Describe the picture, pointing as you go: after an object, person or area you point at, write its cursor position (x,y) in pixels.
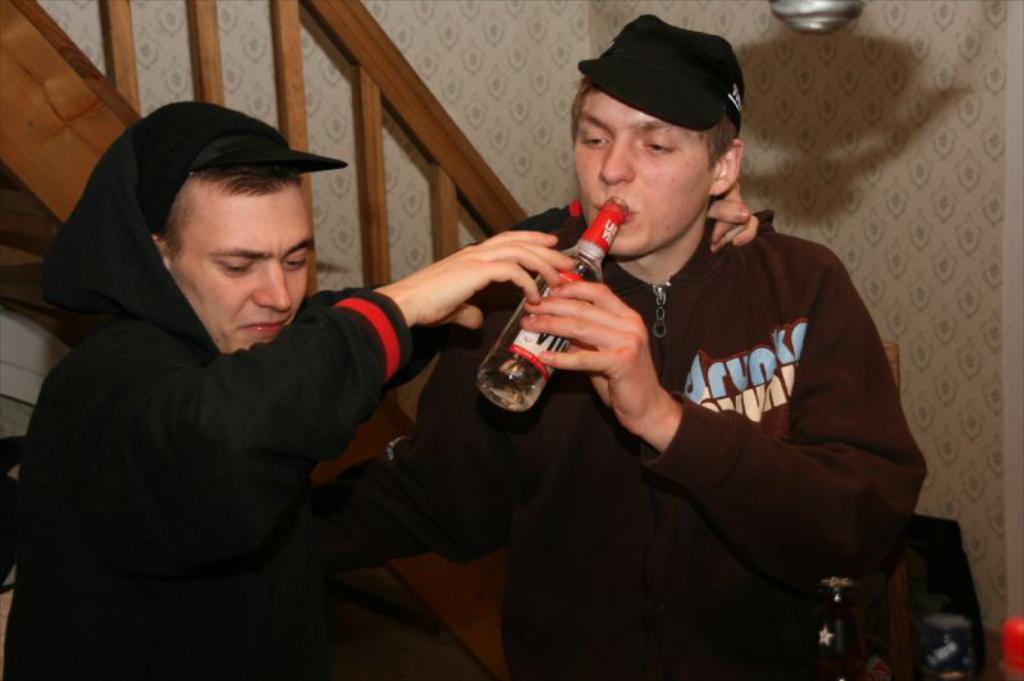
As we can see in the image, there are two persons (728,427) standing. the person (740,349) who is standing on the right side (702,225) is wearing cap (699,102) and holding bottle (577,274) in his hand (601,314). Behind these two persons (528,460) there is white color wall (492,105) and stairs (369,83).
